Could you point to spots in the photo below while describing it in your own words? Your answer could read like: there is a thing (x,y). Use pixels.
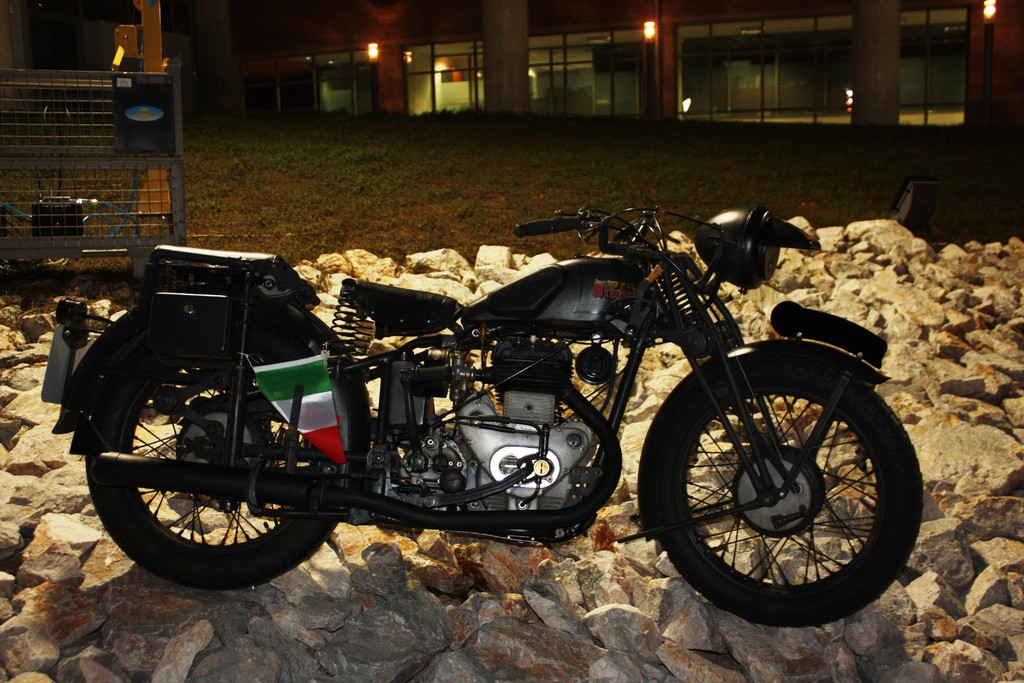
In the center of the image (522,418) we can see a bike (586,481) and stones (604,588). In the background (544,246) there is a building (458,12), grass (327,139), lights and a few other objects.
